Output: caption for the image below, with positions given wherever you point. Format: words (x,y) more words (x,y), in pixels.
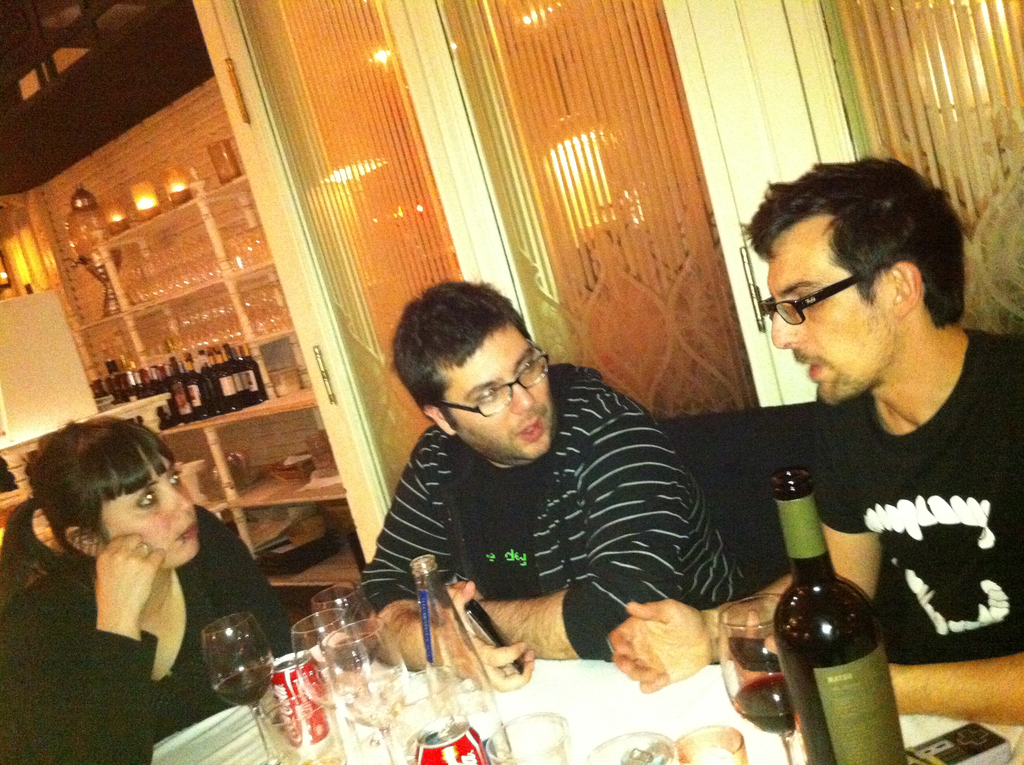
In this image we can see a group of persons (400,535) are sitting on the chair (719,447), and in front (461,703) here is the table (549,689) and wine bottle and glasses (391,681) and some objects (438,649) on it, and at back (181,372) here are group of wine bottles (176,405) and here is the light (152,208).
